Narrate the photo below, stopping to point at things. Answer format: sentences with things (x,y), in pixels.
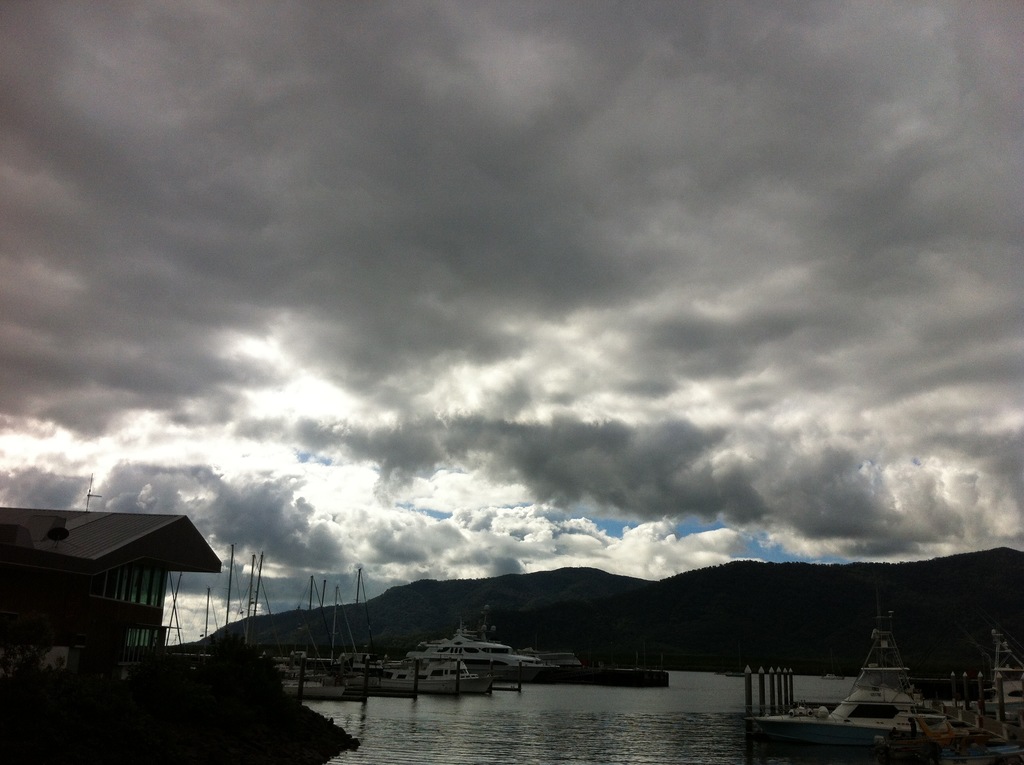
In this image we can see water (598,696). Also there are boats (505,661). On the left side (129,609) there is a building (82,600). In the back (516,589) there are hills (623,586). And there is sky (383,290) with clouds (497,402).
